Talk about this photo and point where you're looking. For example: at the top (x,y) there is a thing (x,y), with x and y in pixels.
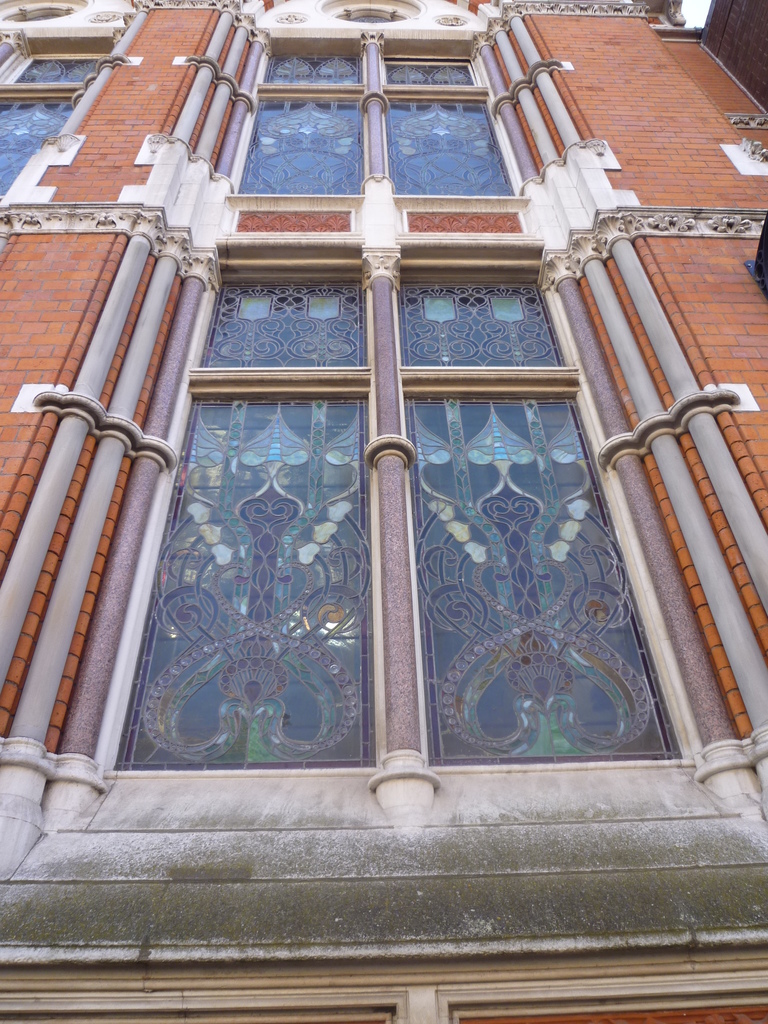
In this image, we can see a building (282,519) and there are some windows (257,298).
